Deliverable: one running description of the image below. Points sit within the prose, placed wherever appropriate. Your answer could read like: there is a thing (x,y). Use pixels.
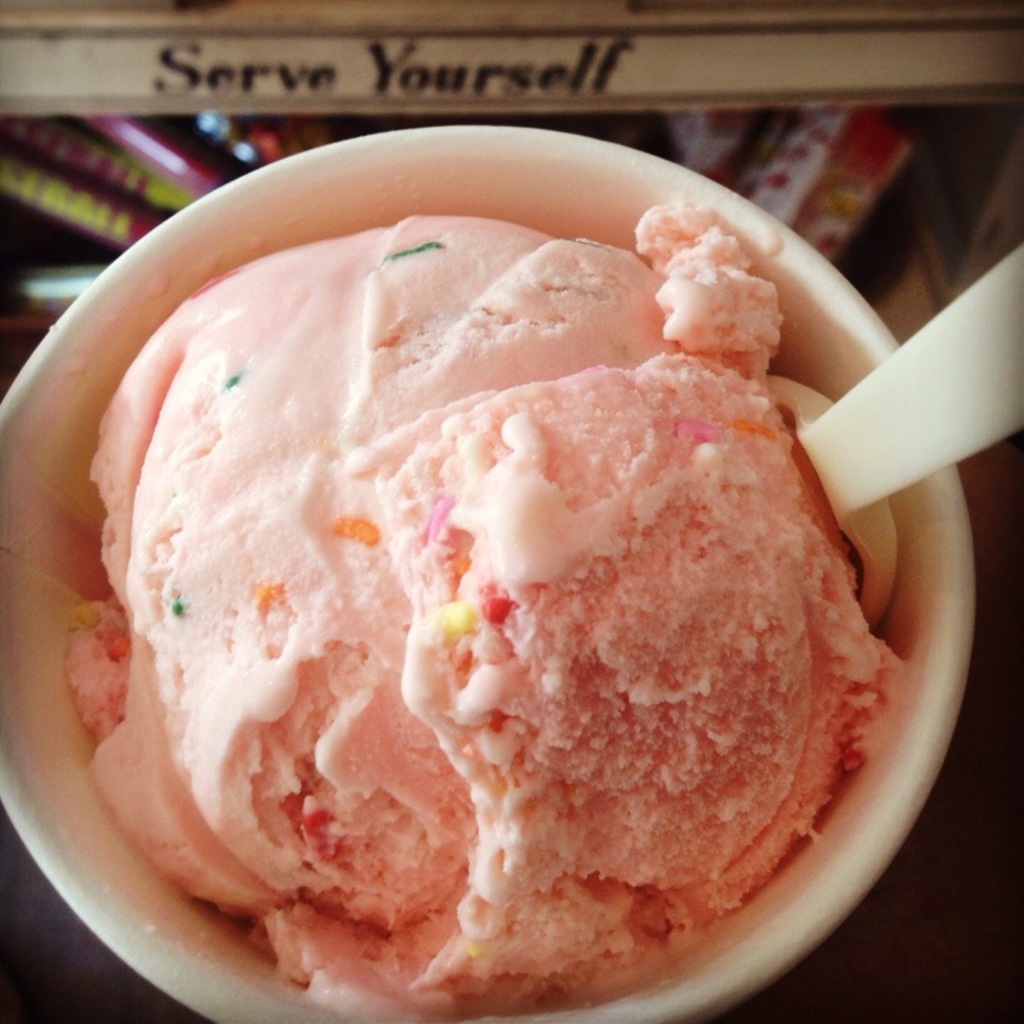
In this picture we can see cup (696,190) with ice cream (679,487) and spoon (776,383). In the background of the image (765,70) it is blurry and we can see text (226,87) and few objects (68,143).
